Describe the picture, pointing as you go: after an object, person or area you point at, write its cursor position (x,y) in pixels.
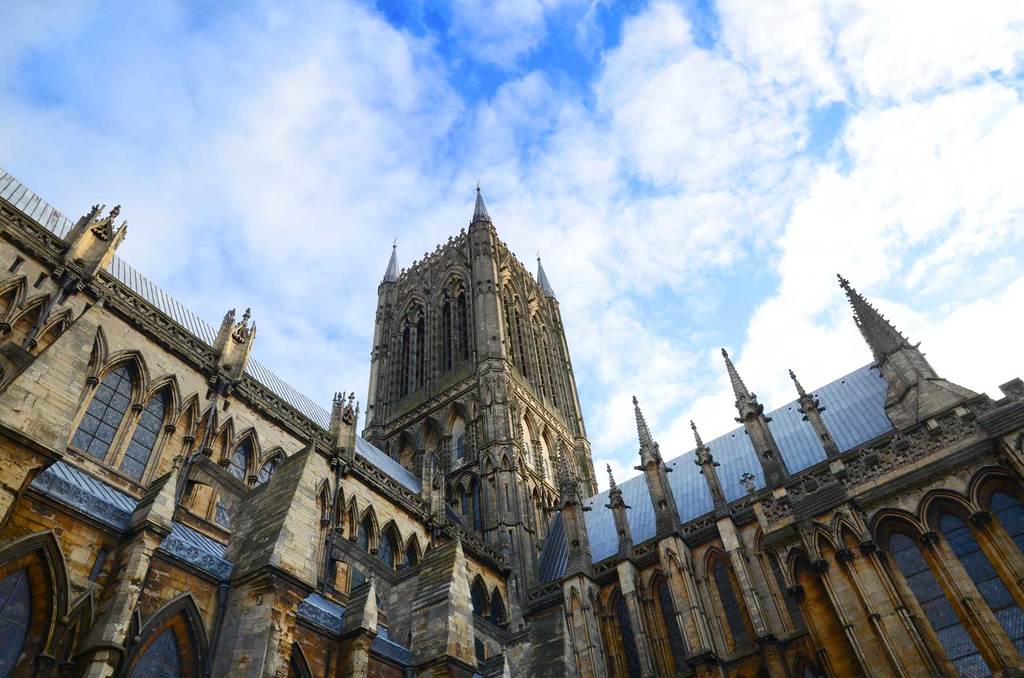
In this image I can see at the bottom (429,641) it looks like a building (577,505), at the top (636,114) there is the cloudy sky (620,158).
